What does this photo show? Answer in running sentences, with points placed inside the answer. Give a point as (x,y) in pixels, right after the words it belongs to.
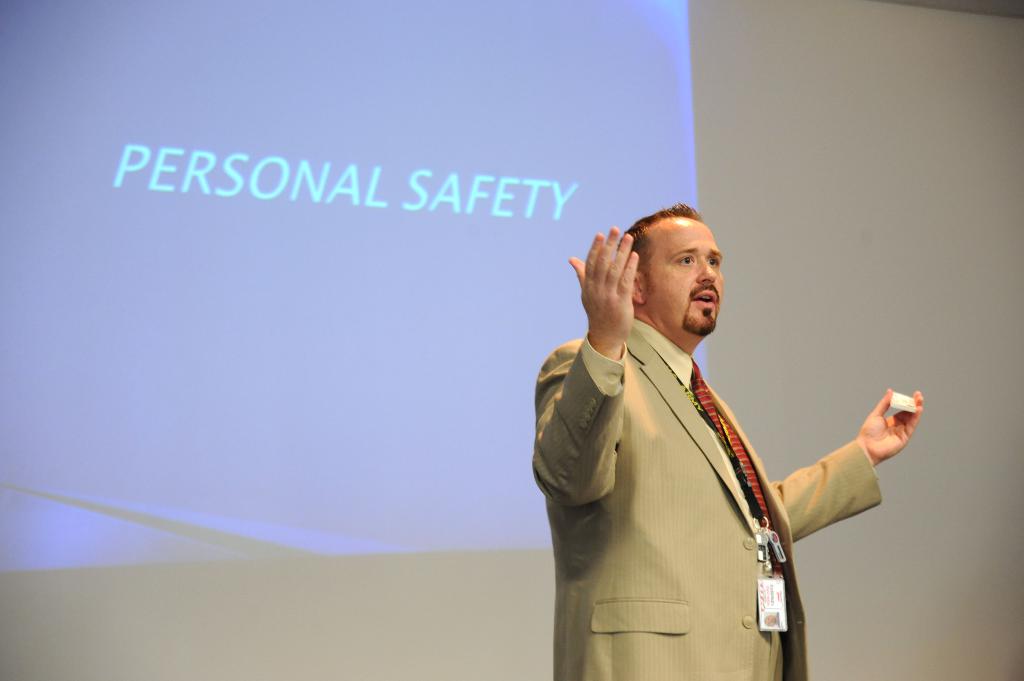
In this image there is a person (674,447) on the stage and holding an object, there is some text (385,171) on the screen (300,225).
